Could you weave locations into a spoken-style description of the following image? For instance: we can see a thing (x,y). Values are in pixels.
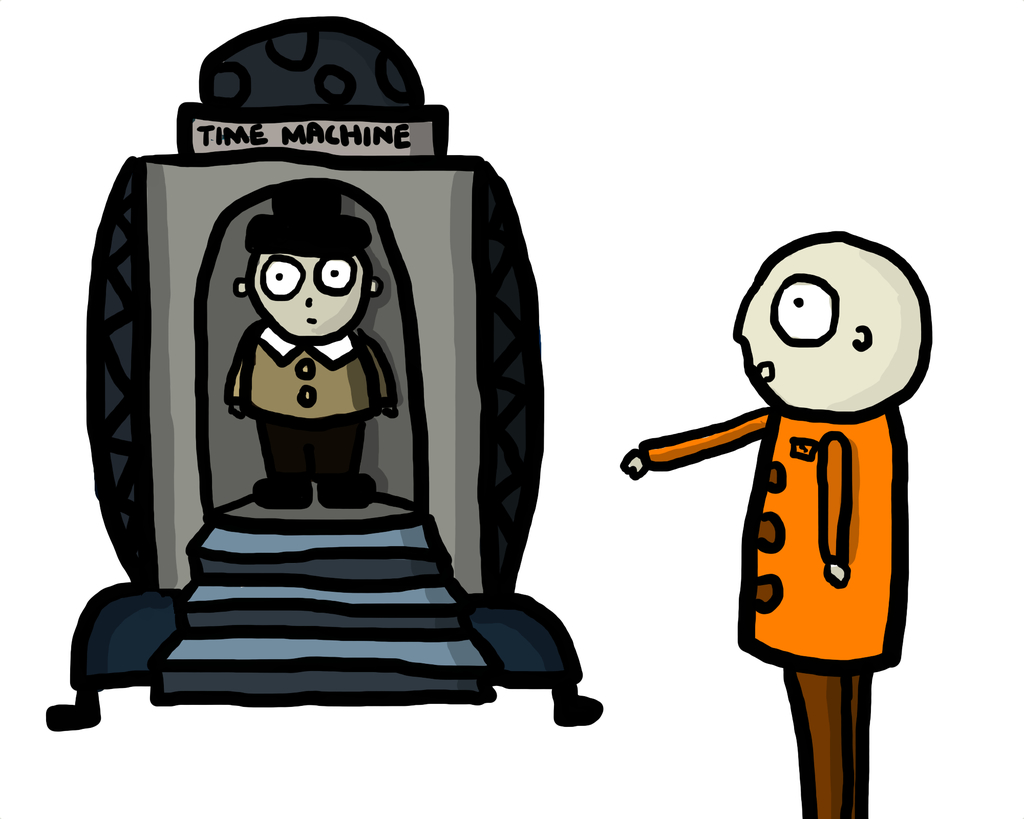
In this picture we can observe a sketch of two persons (810,471). One of the person (809,506) is wearing orange color dress (793,546) and standing on the right side (748,529) and the other is wearing a black color hat (308,230) and standing in the time machine (173,359) which is in black color. The background (108,108) is in white color.
